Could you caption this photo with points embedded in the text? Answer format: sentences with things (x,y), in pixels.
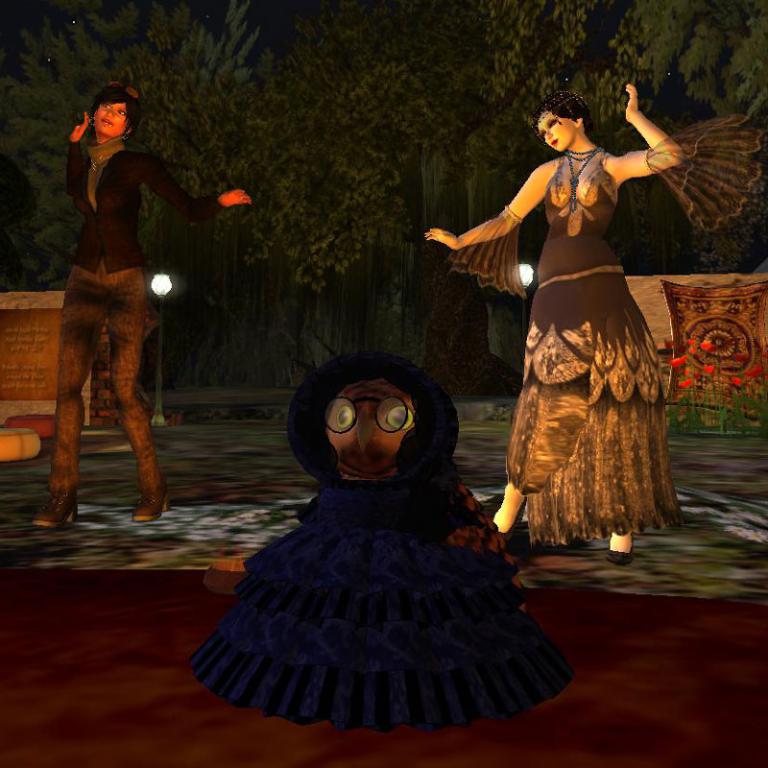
This is an animated image. In this image, I can see two women (588,410) are dancing. In the foreground (364,571) there is a toy (380,478). In the background (291,305) there are some trees (348,108).
